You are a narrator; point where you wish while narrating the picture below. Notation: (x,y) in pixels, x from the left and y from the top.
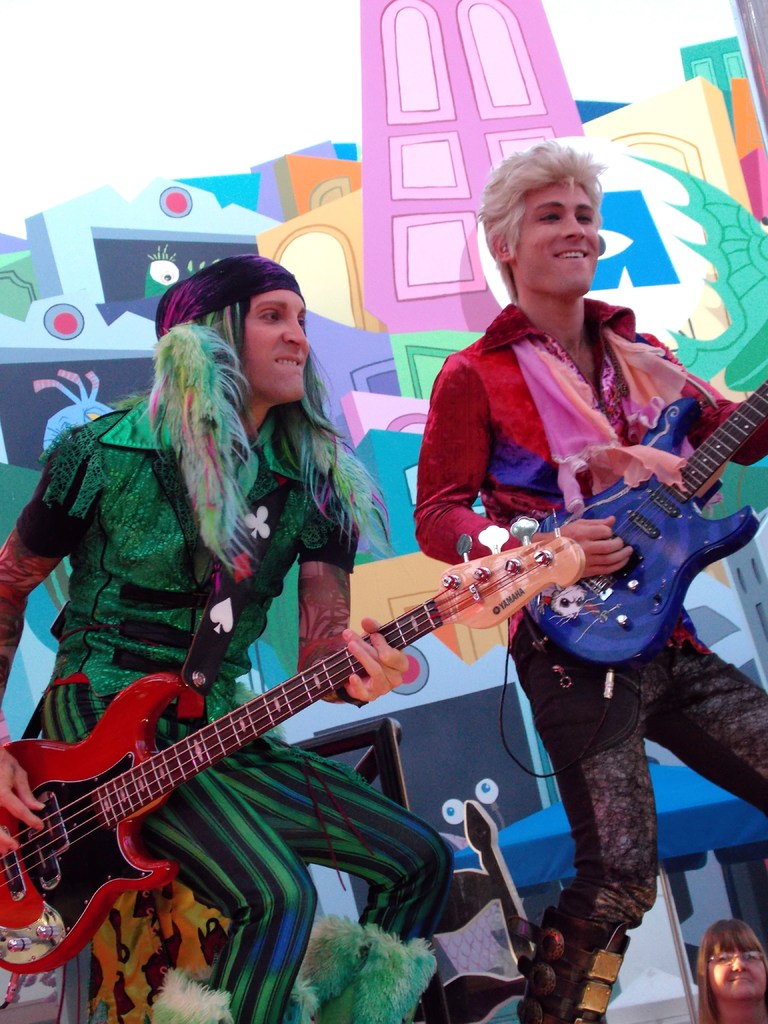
In this image there are two persons (303,523) who are playing the guitar (639,623) and at the background (132,213) there is a animation (273,210).
